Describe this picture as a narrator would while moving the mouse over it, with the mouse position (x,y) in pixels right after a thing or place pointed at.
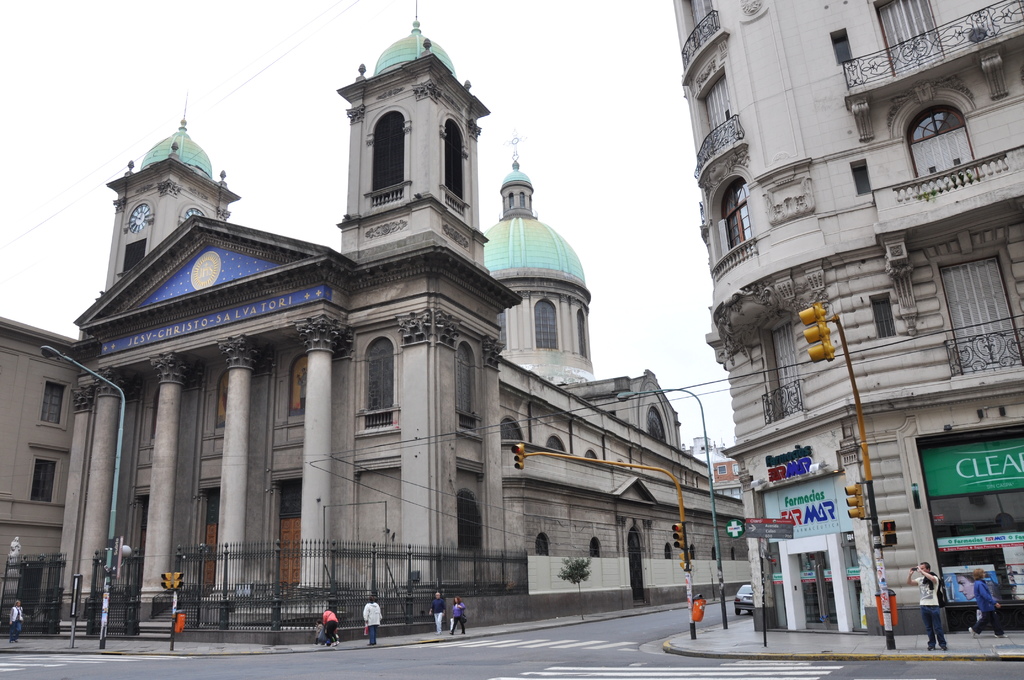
In this image we can see the church (286,318), fence (28,599), people (327,618), traffic lights (173,648), building (747,254), boards (966,465) and in the background (208,46) we can see the sky (199,78).
